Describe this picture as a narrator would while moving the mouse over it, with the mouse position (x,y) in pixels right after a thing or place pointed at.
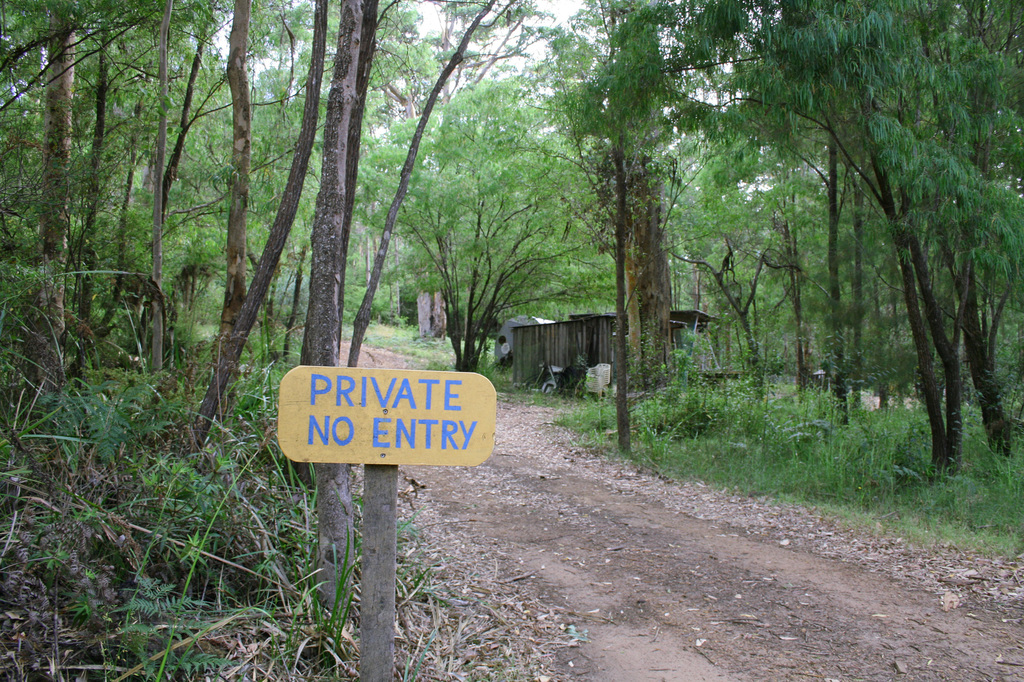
In this image we can see one forest (687,181) with some trees (996,274), bushes (199,480), plants (167,499) and grass (828,463) on the surface (625,462). Some dry leaves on the surface (522,388), one pole (376,465) with no entry board (411,442) and some different objects (537,338) are on the surface (375,335).
